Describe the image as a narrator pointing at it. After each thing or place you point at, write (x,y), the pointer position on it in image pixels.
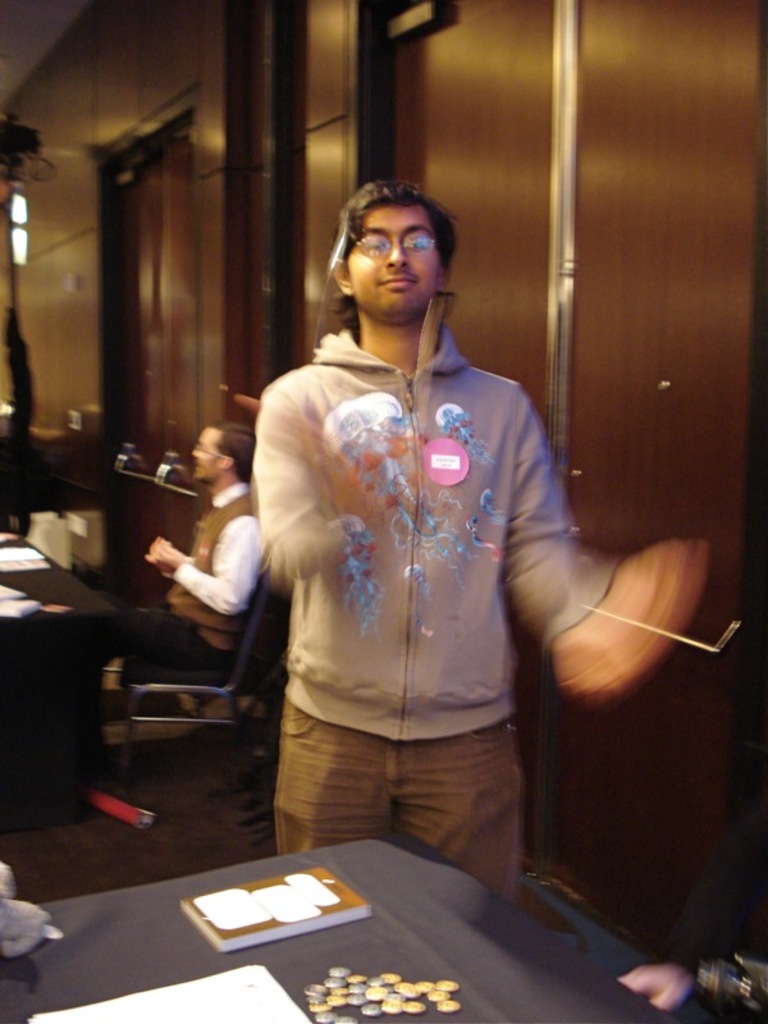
In this image I can see a person (416,514) standing wearing gray color shirt (461,704), brown pant (457,781). In front (141,1007) I can see few papers (148,1018), coins (447,1009) on the table (510,958). Background (700,111) I can see a person (169,625) sitting and cupboards (353,119) in brown color.
